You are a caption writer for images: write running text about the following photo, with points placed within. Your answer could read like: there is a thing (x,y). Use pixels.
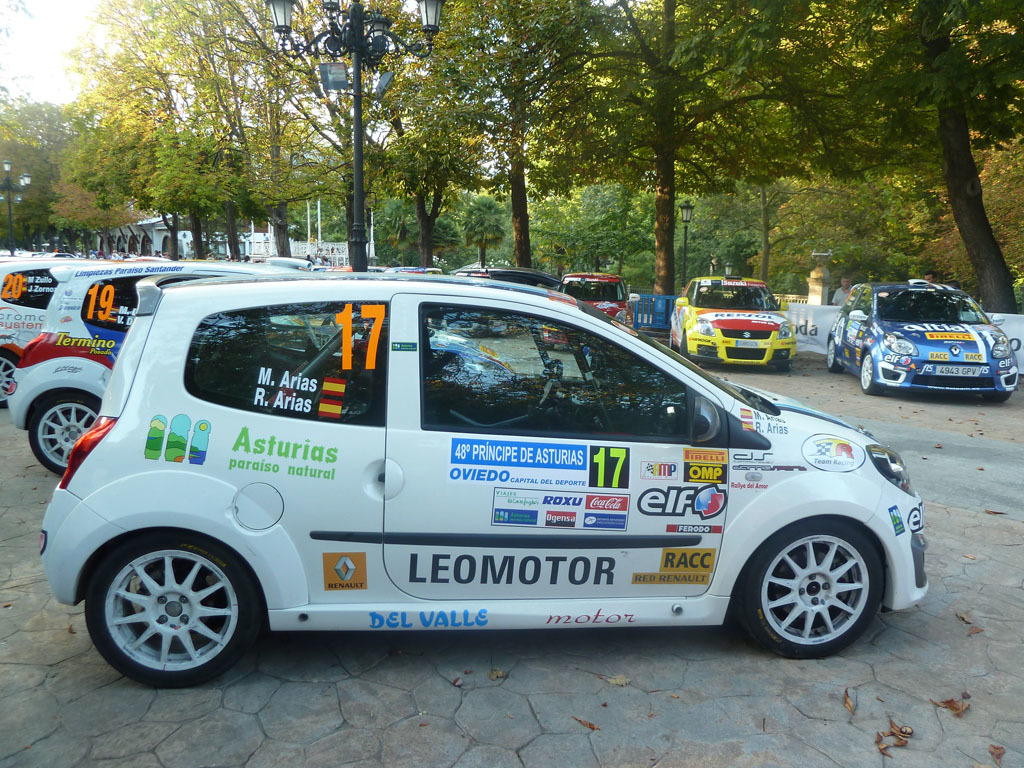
There are many cars (573,365). On the cars (738,410) there are some posters (498,474). In the back (408,170) there are many trees (618,98) and street light poles (358,124).
